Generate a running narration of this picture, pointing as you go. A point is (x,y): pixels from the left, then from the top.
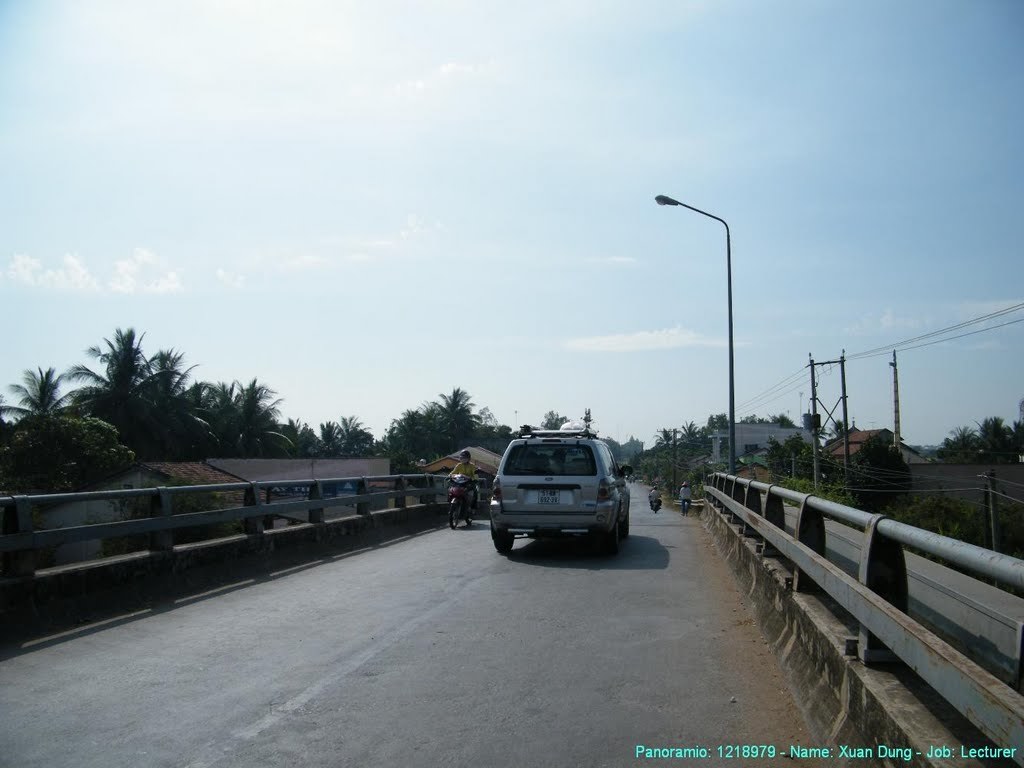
There is a person (462,469) sitting and riding bike (461,500) and we can see car (493,522) on the road (288,633) and light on pole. In the background (52,469) we can see trees (57,447), houses (850,447), poles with wires (844,359) and sky (864,354).
